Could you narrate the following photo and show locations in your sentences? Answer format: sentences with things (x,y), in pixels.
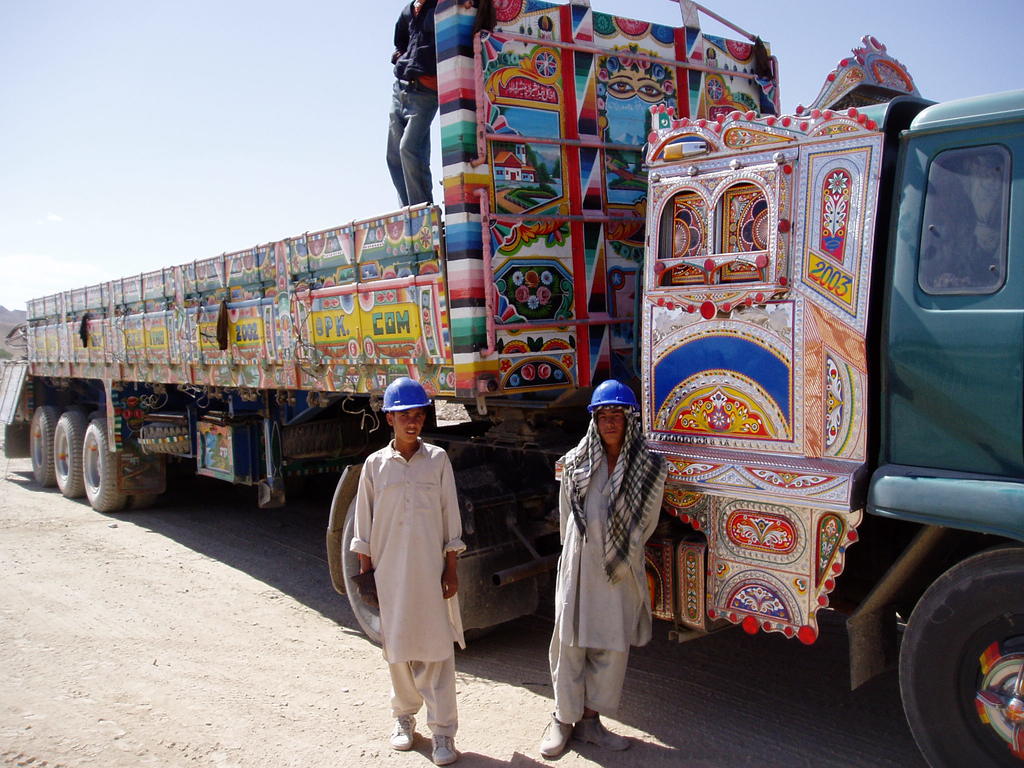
In this image I can see a vehicle (506,450). Two people (429,558) are standing and wearing blue color helmets (598,397). The sky (337,141) is in white color.
